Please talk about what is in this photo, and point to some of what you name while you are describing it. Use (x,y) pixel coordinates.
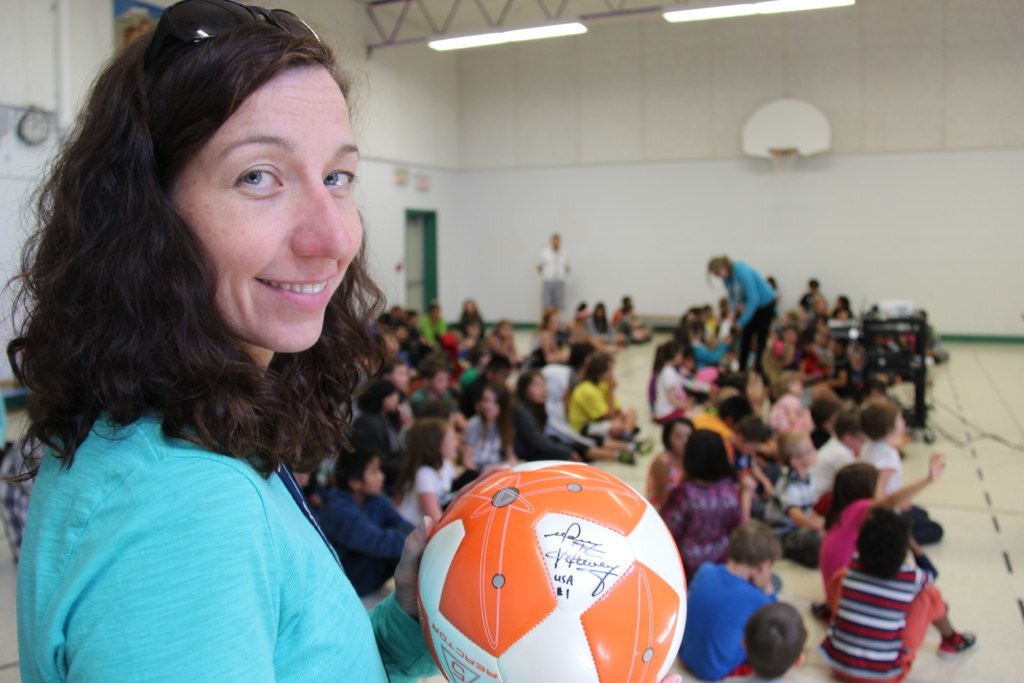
In this image I see a woman (353,292) who is holding a ball (652,629) and she is smiling, I can also see she is wearing a blue dress (378,680). In the background (379,264) I see number of people (706,387) and in which most of them are sitting and these 2 are standing and I can also see the basket (770,131), lights (850,0) over here and the wall (967,112).
